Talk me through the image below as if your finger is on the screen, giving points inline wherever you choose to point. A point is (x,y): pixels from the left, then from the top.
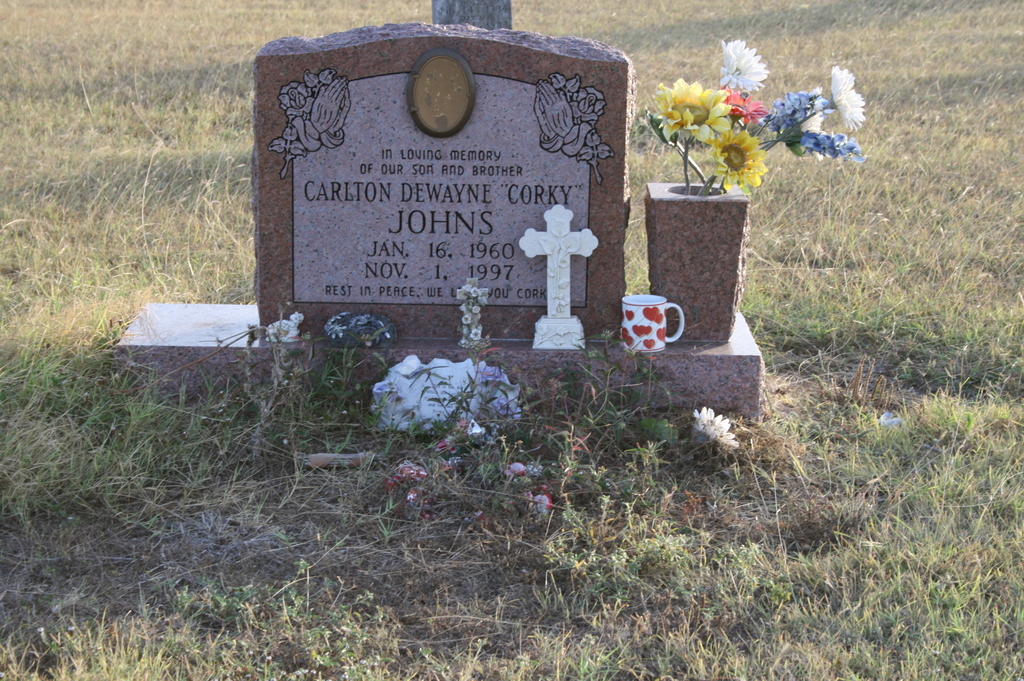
We can see memorial stone (561,80), cross symbol (552,301), flowers (734,174), stone vase (704,204) and few objects (286,320). We can see grass (132,496).
